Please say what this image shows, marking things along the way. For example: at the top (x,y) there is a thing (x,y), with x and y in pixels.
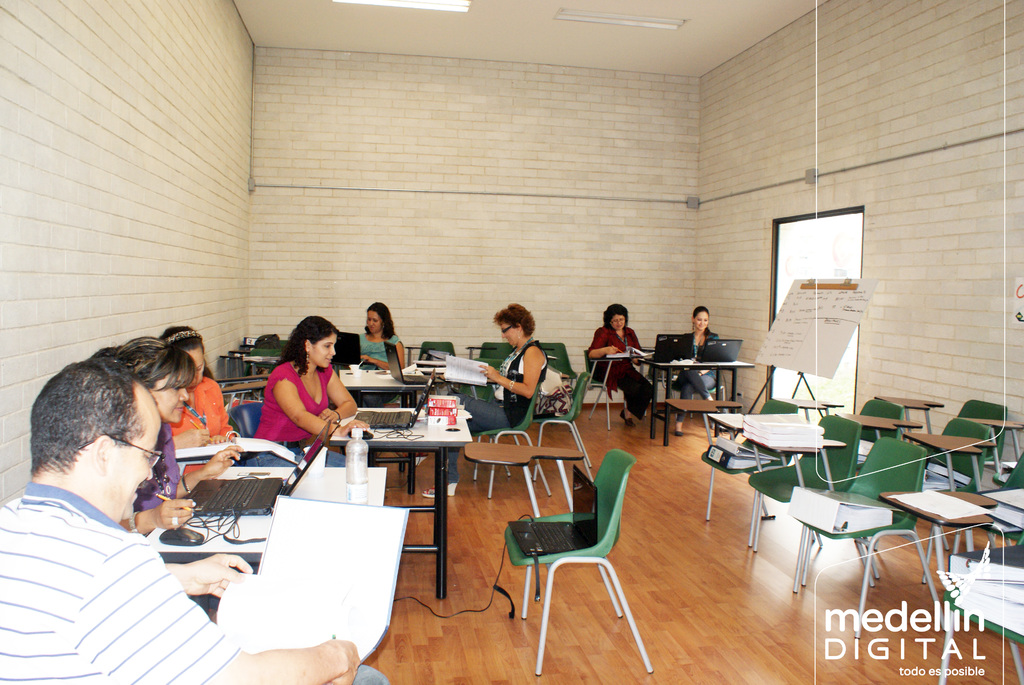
In the image we can see group of persons (452,466) were sitting on the chair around the table (443,521). On table (268,518) there is a laptop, chart (314,538), mouse (188,541), pen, book (305,513) etc. on the right (895,464) there is a empty chairs (857,443). In the background (703,181) we can see wall (471,234).
